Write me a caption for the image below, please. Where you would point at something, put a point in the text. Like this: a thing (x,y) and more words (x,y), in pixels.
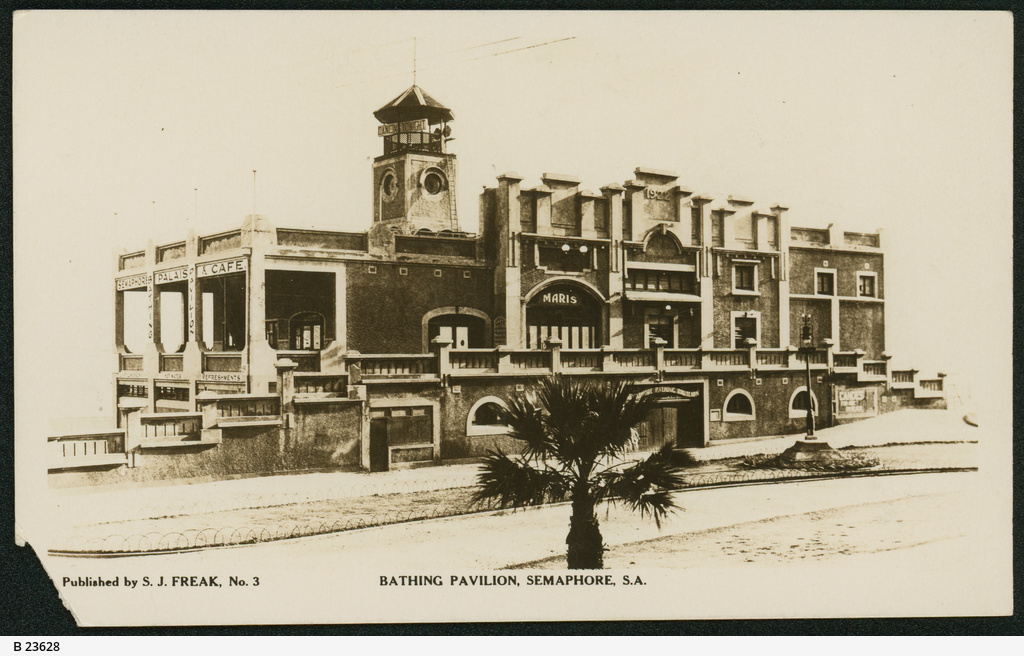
This is black and white image. In this image we can see building (326,289), tree (541,454), road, street light (810,428). In the background (786,101) there is sky (401,80). At the bottom (632,576) we can see text (448,578).
